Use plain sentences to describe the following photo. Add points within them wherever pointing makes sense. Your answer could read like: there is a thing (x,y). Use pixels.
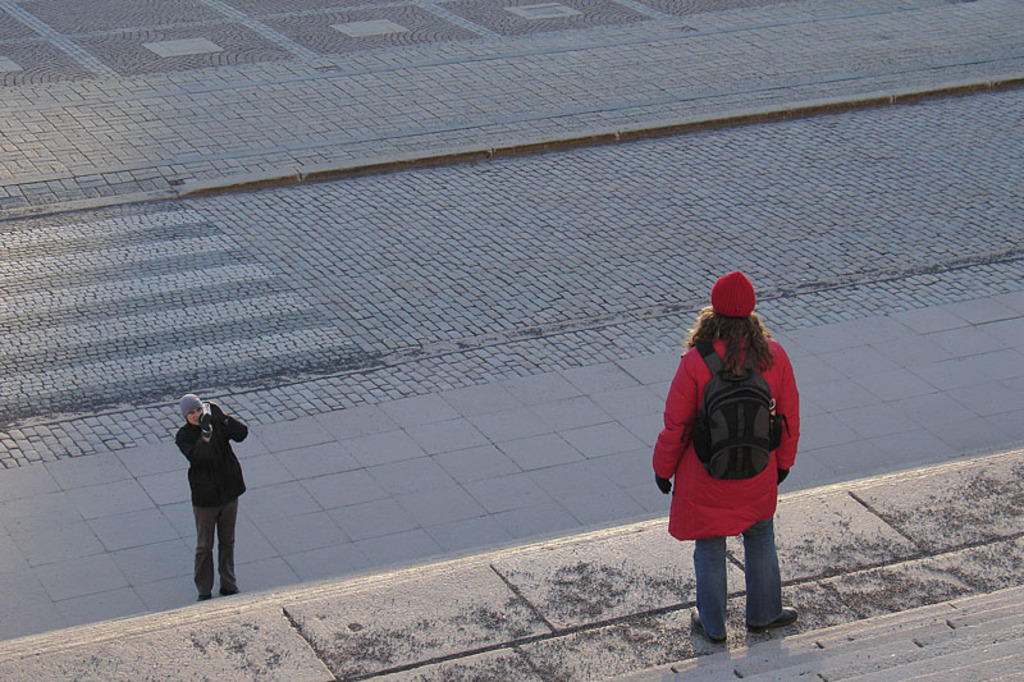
In the center of the image (680,445) we can see one person (722,557) standing on the staircase (736,539). And she is wearing a hat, backpack (705,426) and jacket (745,493). On the left side of the image (237,469), we can see one person (227,491) standing and holding the camera (204,408) and wearing a hat (193,398). In the background (249,446) there is a ground (362,187).
